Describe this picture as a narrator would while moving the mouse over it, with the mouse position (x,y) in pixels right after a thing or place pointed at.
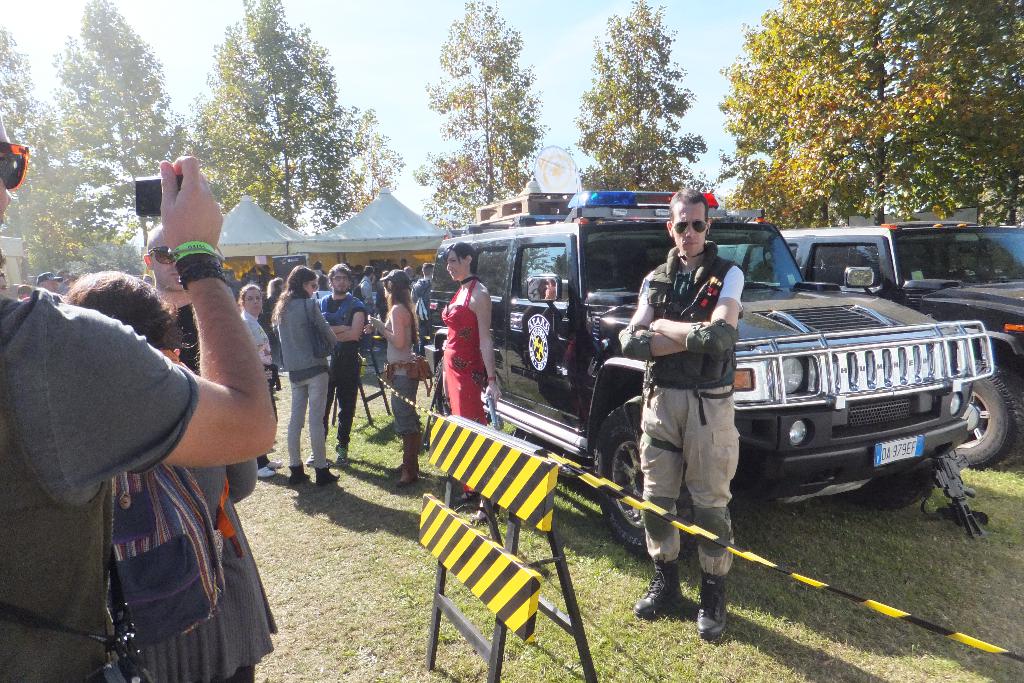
In this image we can see people (310,306) standing. There are cars (510,307). There is a safety ribbon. There is a stand (440,445). To the left side of the image (143,414) there is a person (110,436) standing holding a camera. In the background of the image (170,152) there are trees (327,127), sky (417,109), tents (358,230). At the bottom of the image (691,648) there is grass (402,652).
